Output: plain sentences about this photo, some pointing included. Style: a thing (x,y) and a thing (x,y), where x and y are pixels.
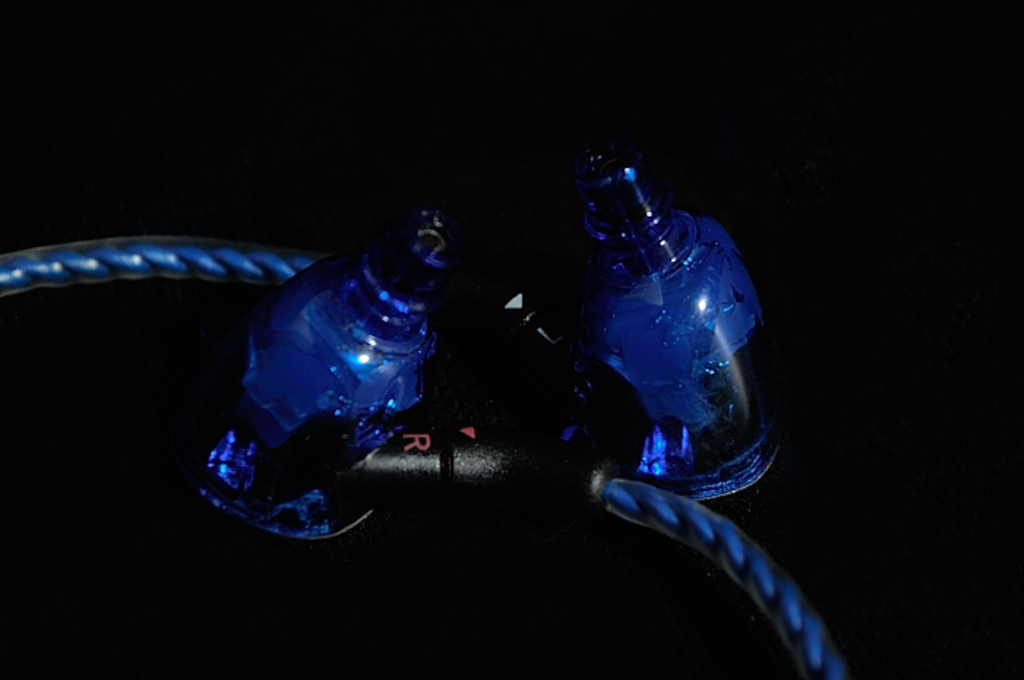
There are two earphones (353,425) with black part (377,467) and blue body (342,422) with a cable (712,515) attached to that.
